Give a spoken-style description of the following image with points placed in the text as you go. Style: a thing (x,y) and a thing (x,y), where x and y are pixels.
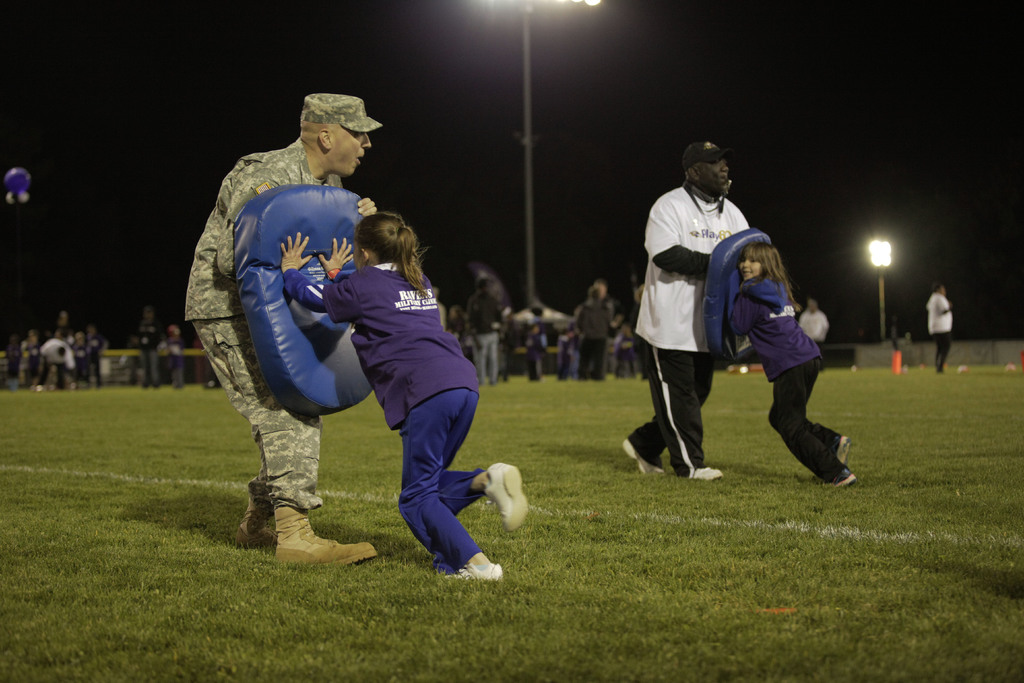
In this picture there are people (369,349), among them there are two men (664,224) holding objects (291,338) and we can see grass (790,526). In the background of the image (937,289) we can see people (938,302), lights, poles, objects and it is dark.
